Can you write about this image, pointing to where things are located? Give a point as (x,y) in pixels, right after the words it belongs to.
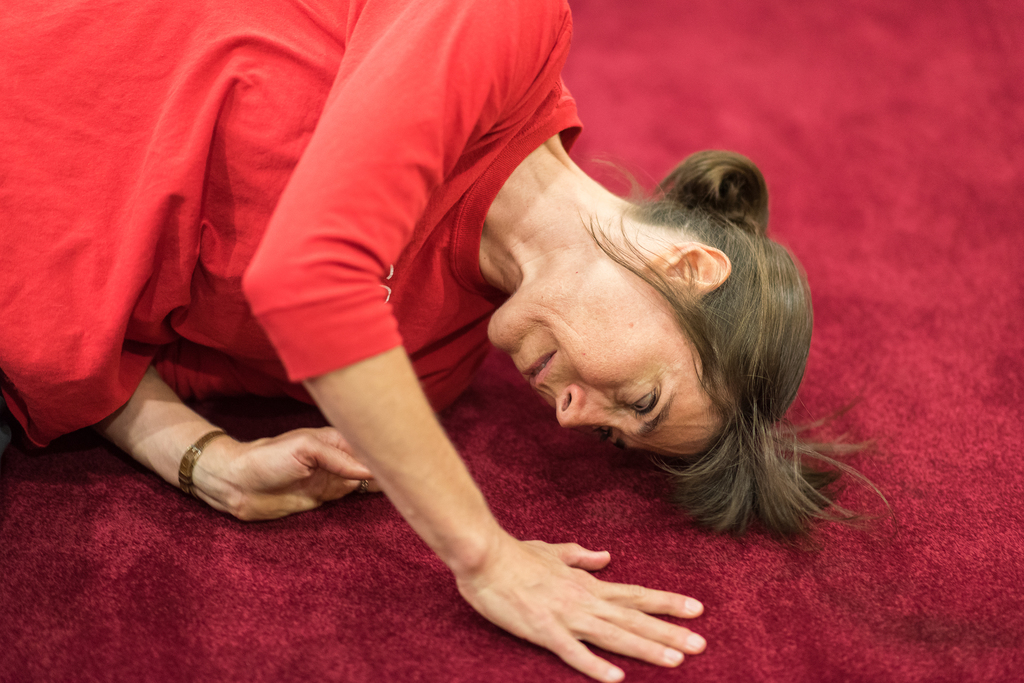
In this image I can see a woman (319,207) is lying on the red color mat (624,529). She wore red color dress (135,150).
